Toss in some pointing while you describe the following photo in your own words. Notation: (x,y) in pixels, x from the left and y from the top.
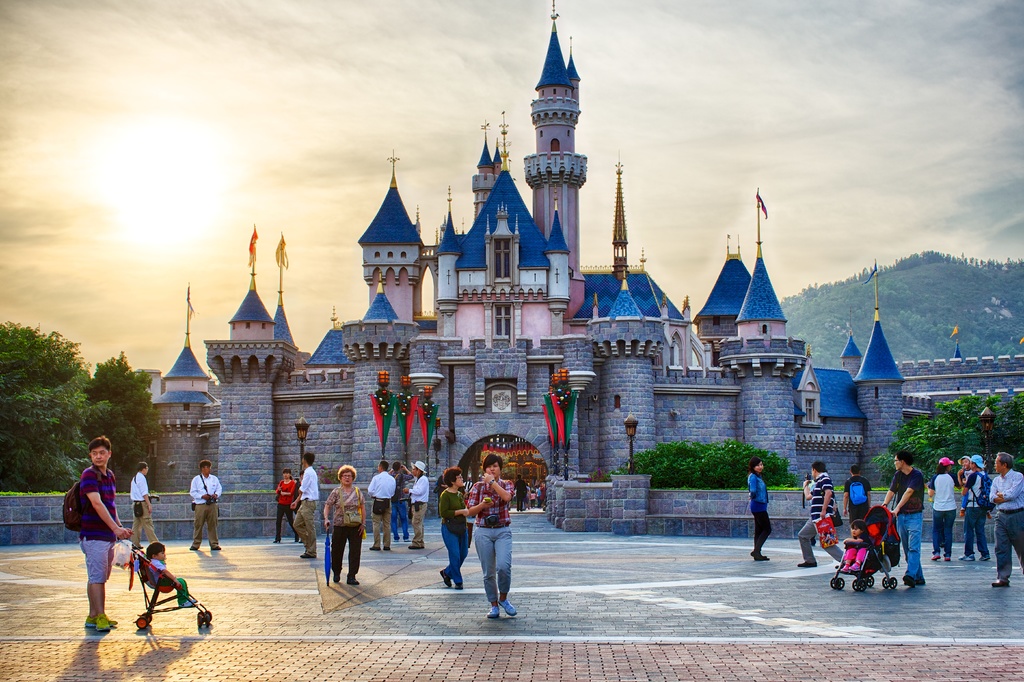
In this image there is a castle (497,348) in the middle (485,380). In front of it there are so many people (417,496) who are walking on the floor (519,571), while some people (285,493) are standing. At the top (264,42) there is the sky (253,49). There are trees (72,395) on either side of the castle (511,378). On the left side (97,504) there is a man (119,524) who is holding the trolley (160,579) in which there is a kid (164,567).
